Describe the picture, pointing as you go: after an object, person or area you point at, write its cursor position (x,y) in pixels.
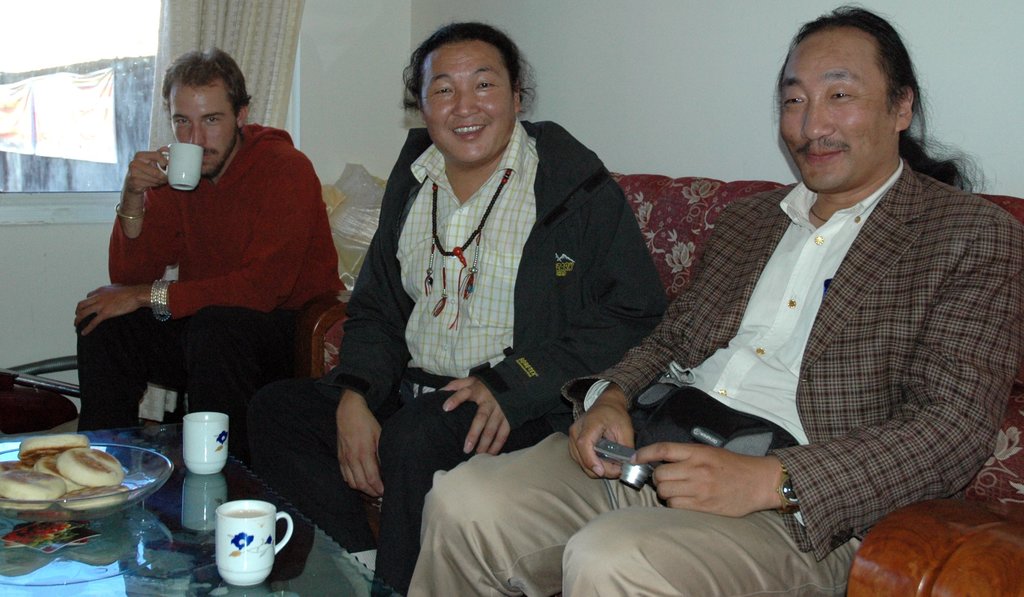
In this image there are three persons (445,320) at the right side of the image (709,278) there is a person (601,498) holding camera (626,485) and at the left side of the image (191,206) there is a person (155,206) drinking coffee (165,172) and in front of them there are some breads (58,489).
